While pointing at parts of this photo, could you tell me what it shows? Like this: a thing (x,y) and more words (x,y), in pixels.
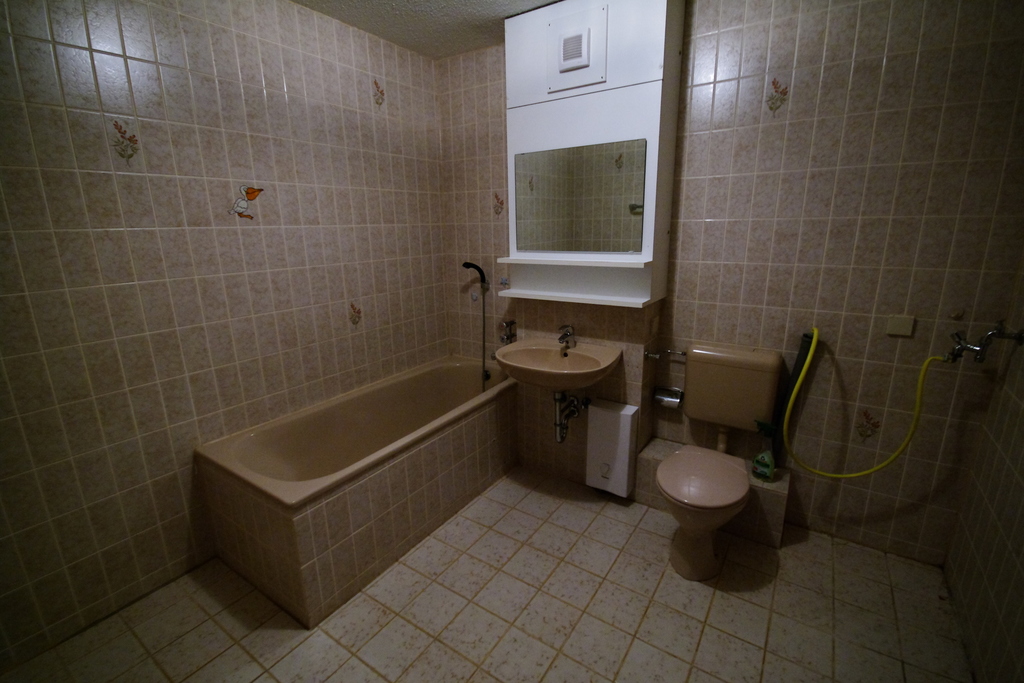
This image is taken in the bathroom (675,398) and here we can see a bathtub (479,477), sink (546,382), toilet (712,410) and there is a tap (965,350) with pipe (850,473). In the background (521,212), we can see a stand (546,212) and there is a wall (716,195). At the bottom (523,626), there is floor (576,618).
